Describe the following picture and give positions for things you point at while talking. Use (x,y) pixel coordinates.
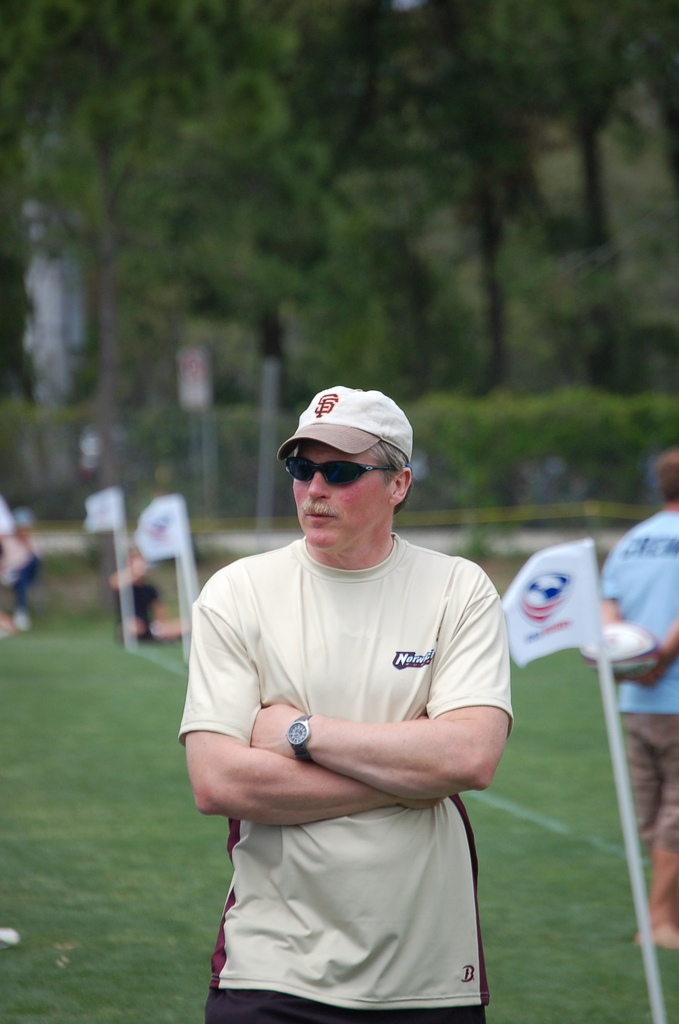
In this picture we can see a man (417,905) wore a cap (311,414), spectacle (313,476), watch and standing on the ground (80,813) and in the background (92,521) we can see flags (512,642), trees (470,115) and some persons (19,590).
